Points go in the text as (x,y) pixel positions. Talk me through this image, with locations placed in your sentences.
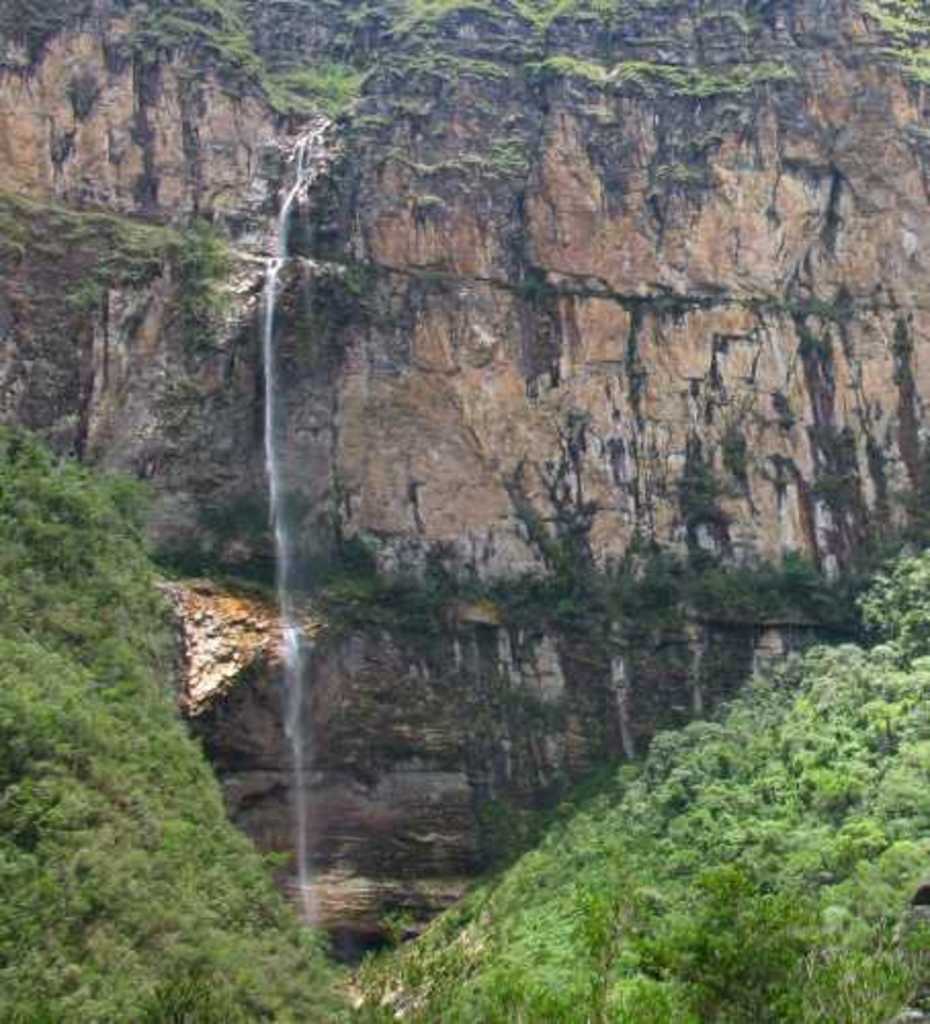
In this image we can see many trees (635,877). There is a hill (472,149) and we can also see the water (267,378) falling from the hill (326,419).
